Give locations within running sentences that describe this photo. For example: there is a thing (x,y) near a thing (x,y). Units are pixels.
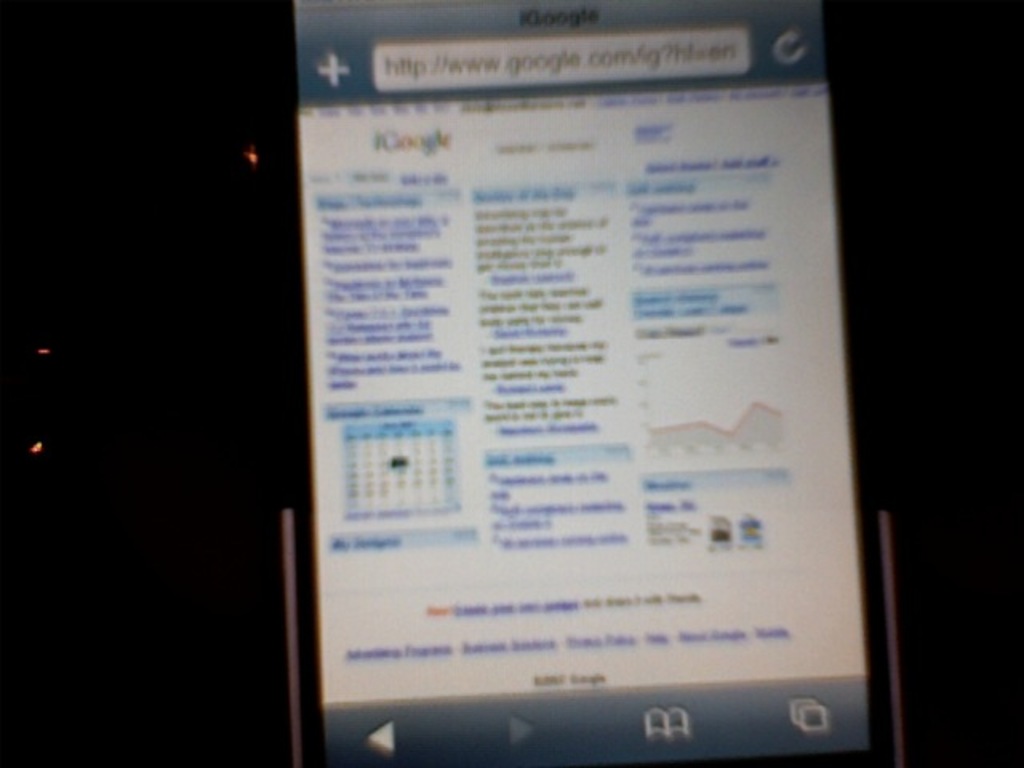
In this picture we can see screen (622,451), in this screen (622,451) we can see text (513,396). In the background of the image (194,371) it is dark and we can see lights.
